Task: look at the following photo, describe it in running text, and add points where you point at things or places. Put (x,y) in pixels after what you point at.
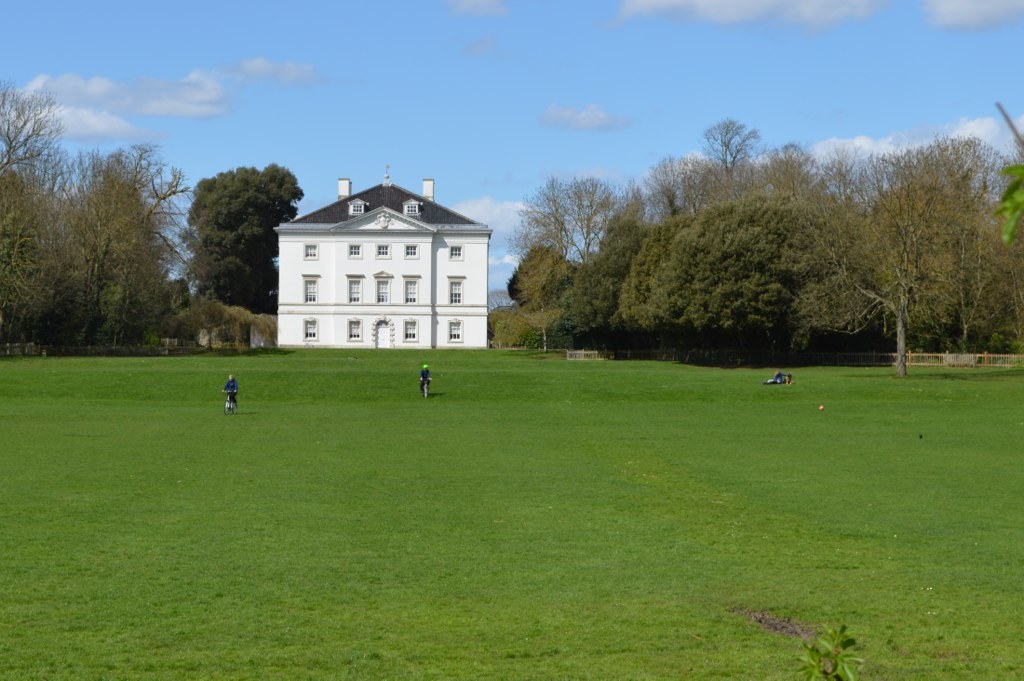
In this image there is a white colour building (329,290) with the windows (309,332) in the middle (376,306). There are trees (133,248) on either side of the building (354,267). In front of the building (345,331) there is a ground (416,508) on which there are two persons (234,387) cycling on it. At the top (424,115) there is sky (471,82).
